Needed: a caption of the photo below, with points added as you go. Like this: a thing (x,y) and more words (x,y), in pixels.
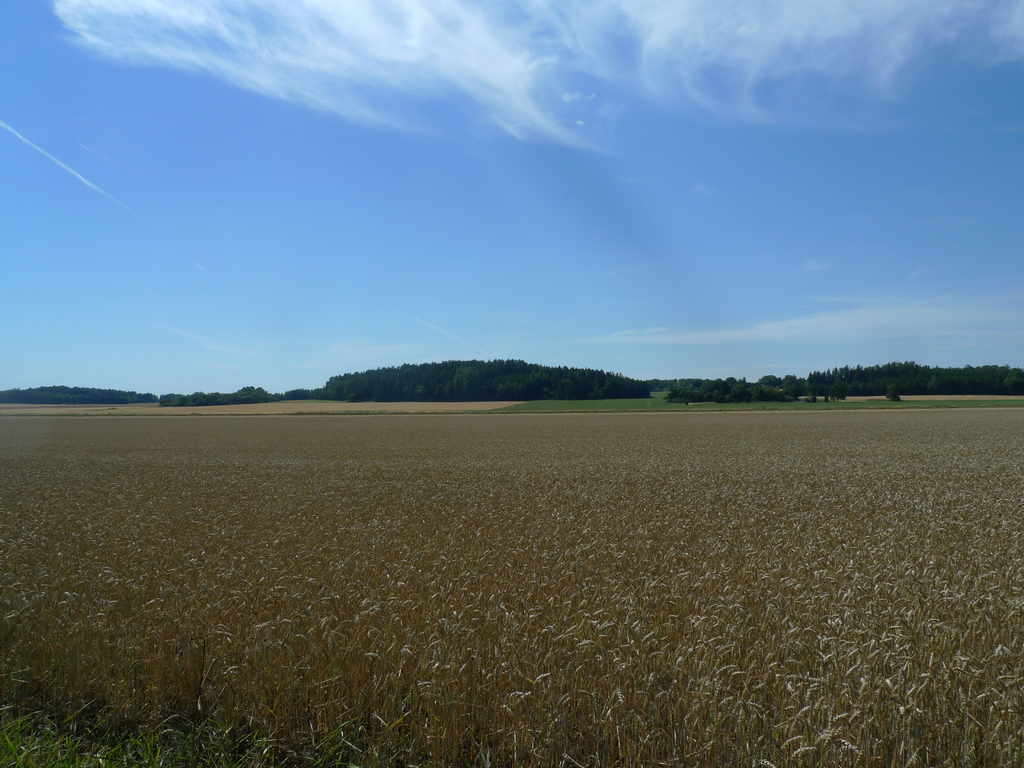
In the image we can see there are plants (334,508) on the ground (639,610) and behind there are trees (629,397). There is sky (396,211) with clouds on the top (326,180).
